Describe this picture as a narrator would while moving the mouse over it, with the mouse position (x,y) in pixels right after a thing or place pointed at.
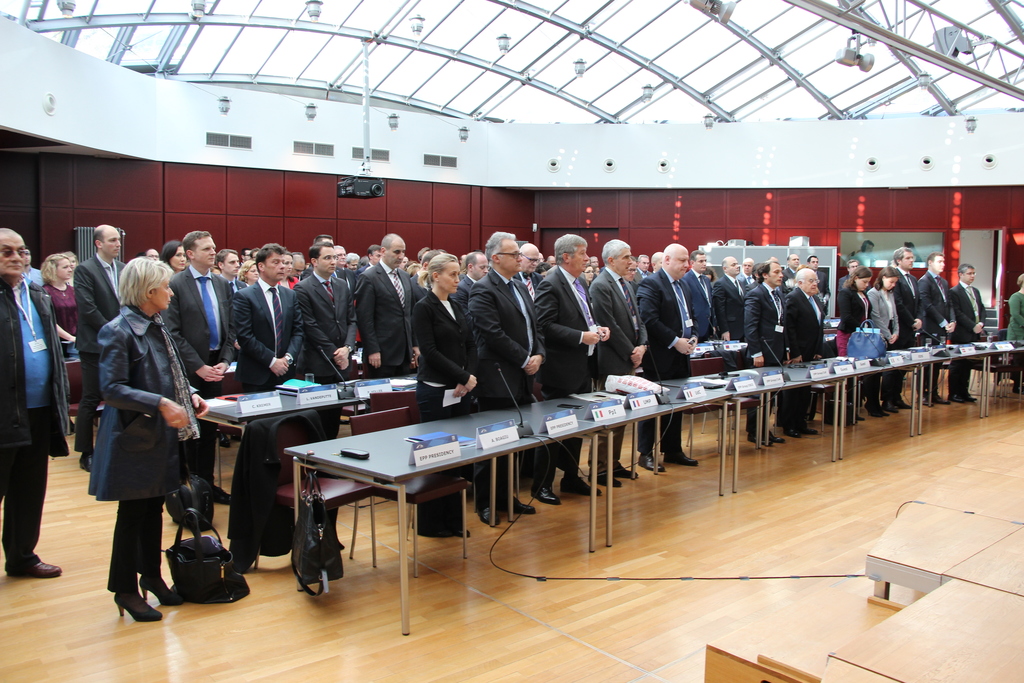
There are people (150,387) standing and we can see boards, microphones (926,330), bag (873,345) and objects (308,383) on tables (356,471). We can see bags (311,564) and cable (656,581) on the floor (71,591). In the background (107,198) we can see wall (421,207) and projector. At the top (524,59) we can see lights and glass (592,84).
